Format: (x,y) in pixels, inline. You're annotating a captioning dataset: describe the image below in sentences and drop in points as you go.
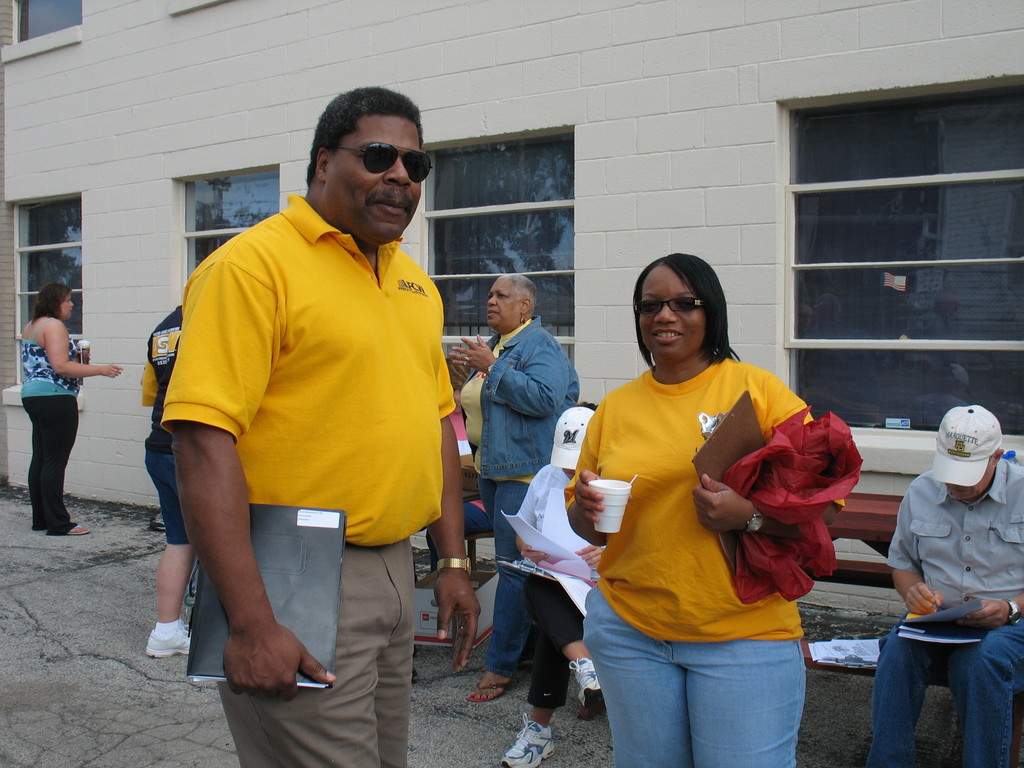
This picture shows few people (441,375) standing and couple of them (982,759) are seated and we see a woman (702,541) standing and holding a file (728,429) in her hand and cup (606,487) in another hand (577,501). We see a man (369,410) standing and holding a file (217,631) in his hand (325,679) and he wore sunglasses (375,164) on his face (353,221) and we see couple of them (552,472) wore caps (940,473) on their heads (1001,451) and we see papers (575,555) in their hands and we see a building (658,250).
